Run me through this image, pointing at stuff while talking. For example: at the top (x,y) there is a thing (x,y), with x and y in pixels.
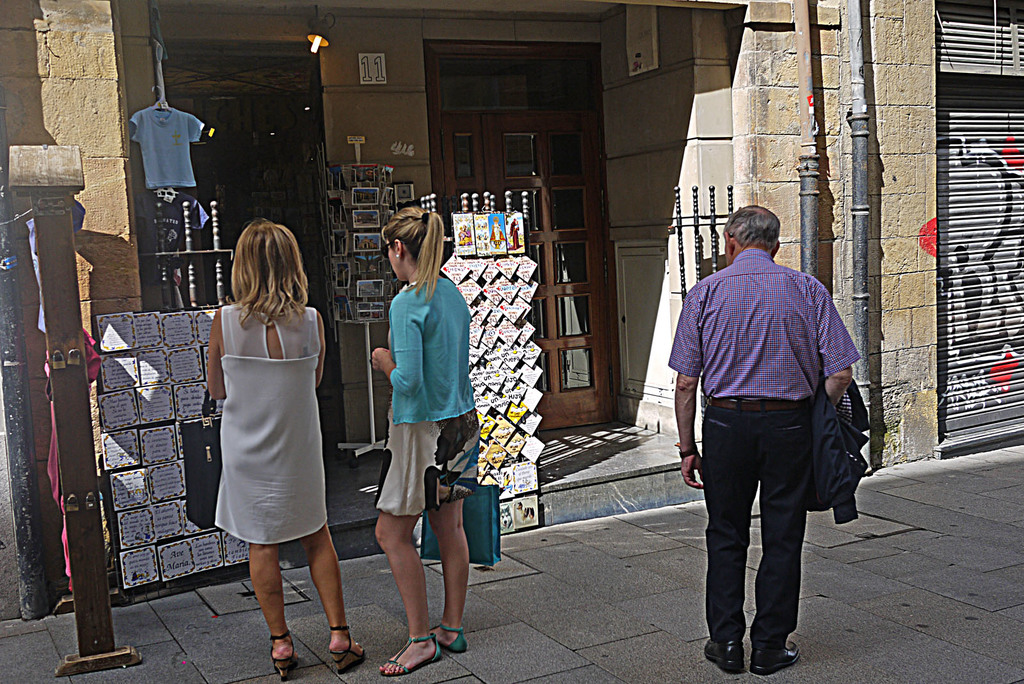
In this image I can see three people (718,454) standing in-front of the shop (334,455). These people (294,431) are wearing the different color dresses (309,382) and one person (445,360) is holding the bag (469,499). In-front of these people (257,354) there are stickers (162,396) attached to the board (161,359). In the back (157,201) I can see the t-shirt (164,167) hanged and the light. To the right (959,250) there is a shutter (948,245) and the pipes (807,164) to the wall (829,179).
